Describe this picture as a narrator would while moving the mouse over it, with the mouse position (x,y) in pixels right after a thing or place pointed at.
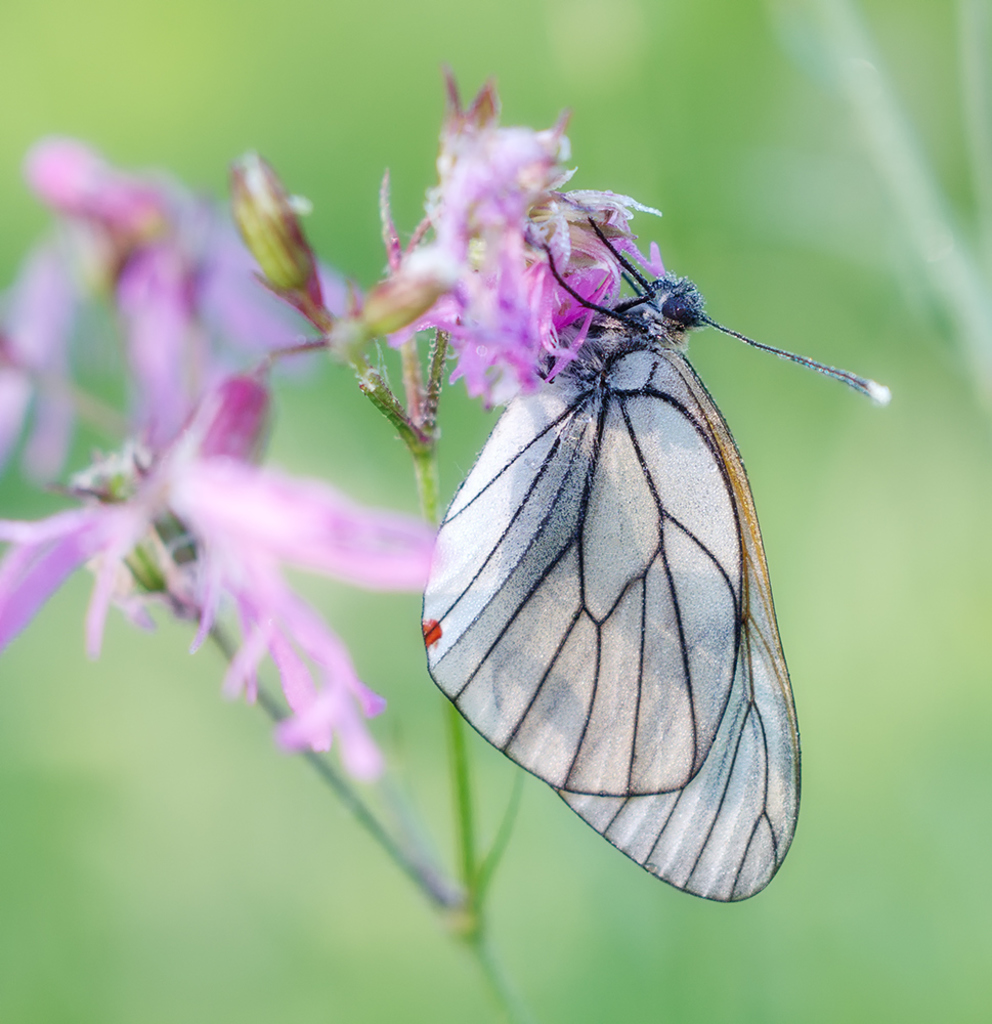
In this image I can see the butterfly (511,442) on the flower (430,265) and the flowers (128,558) is in purple color and I can see the green color background (35,81).
